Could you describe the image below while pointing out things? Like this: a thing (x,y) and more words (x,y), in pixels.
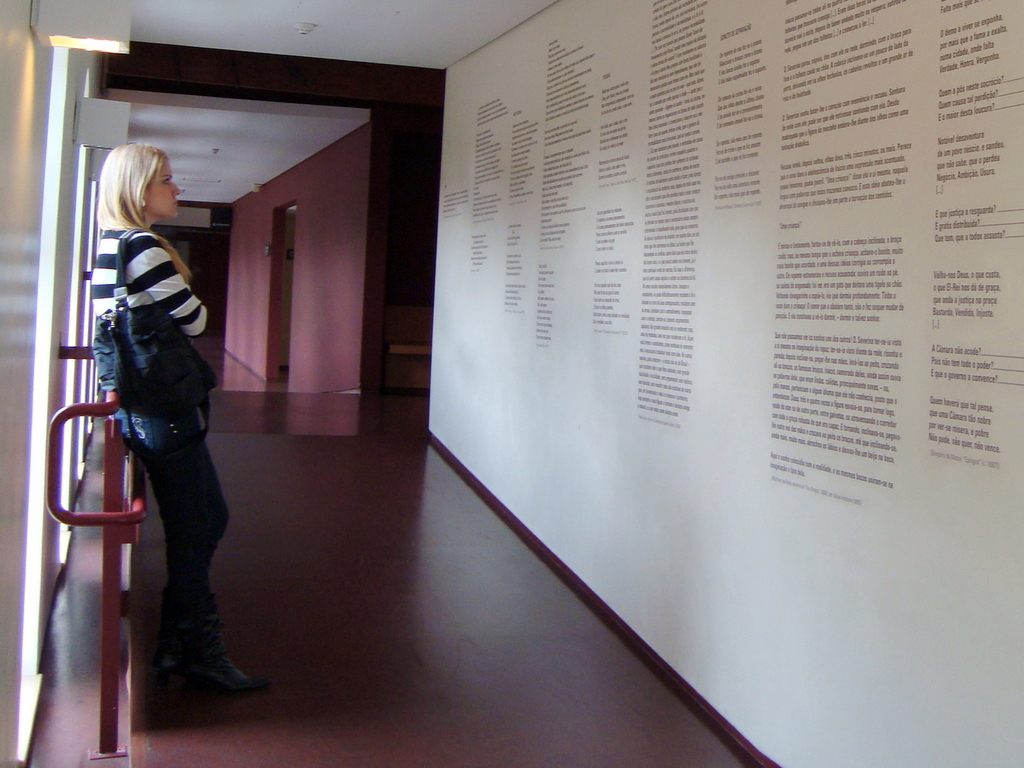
The woman (182,508) on the left side of the picture (186,388) who is wearing a black bag (140,354) is standing. She is looking at the text (535,123) which is written on the white wall (612,363). Behind her, we see a red color railing (115,488). Behind that, we see a white wall (27,134). In the background (263,244), we see a wall (301,307) in pink and brown color. At the top of the picture (246,102), we see the ceiling (246,102) of the room (255,123).
